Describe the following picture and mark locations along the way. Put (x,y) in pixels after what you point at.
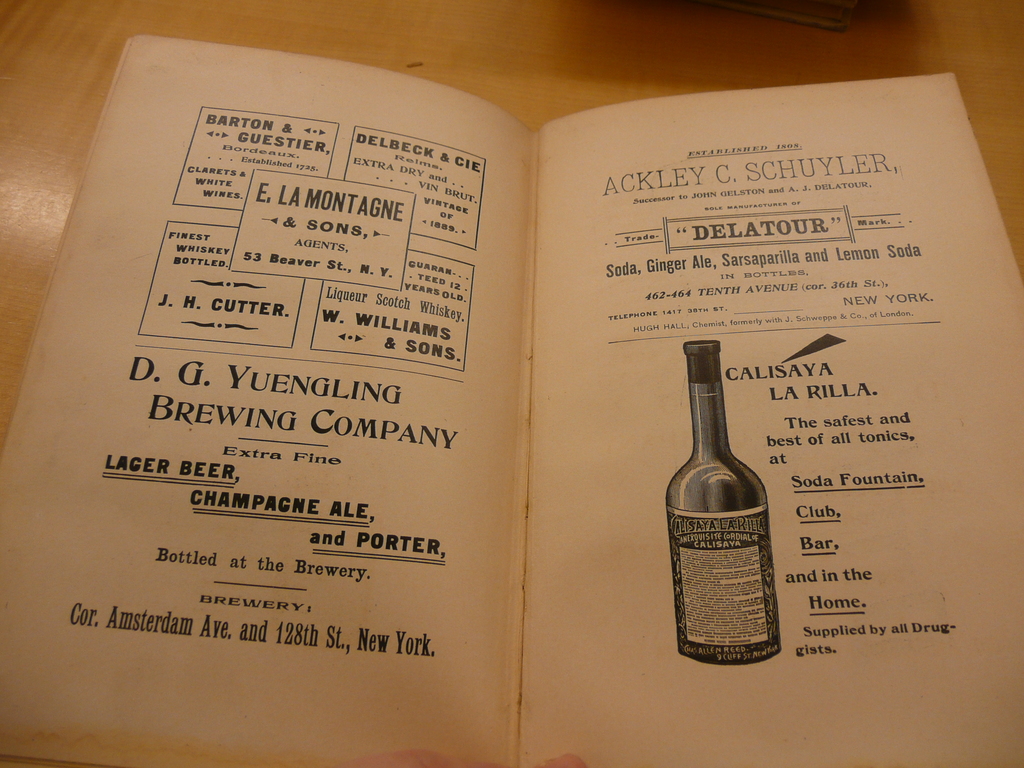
This image is taken indoors. In this image there is a table (349,47) with a book (825,195) on it. There is an image (695,570) of a bottle (679,500) and there is a text (298,568) in the book (264,552).
